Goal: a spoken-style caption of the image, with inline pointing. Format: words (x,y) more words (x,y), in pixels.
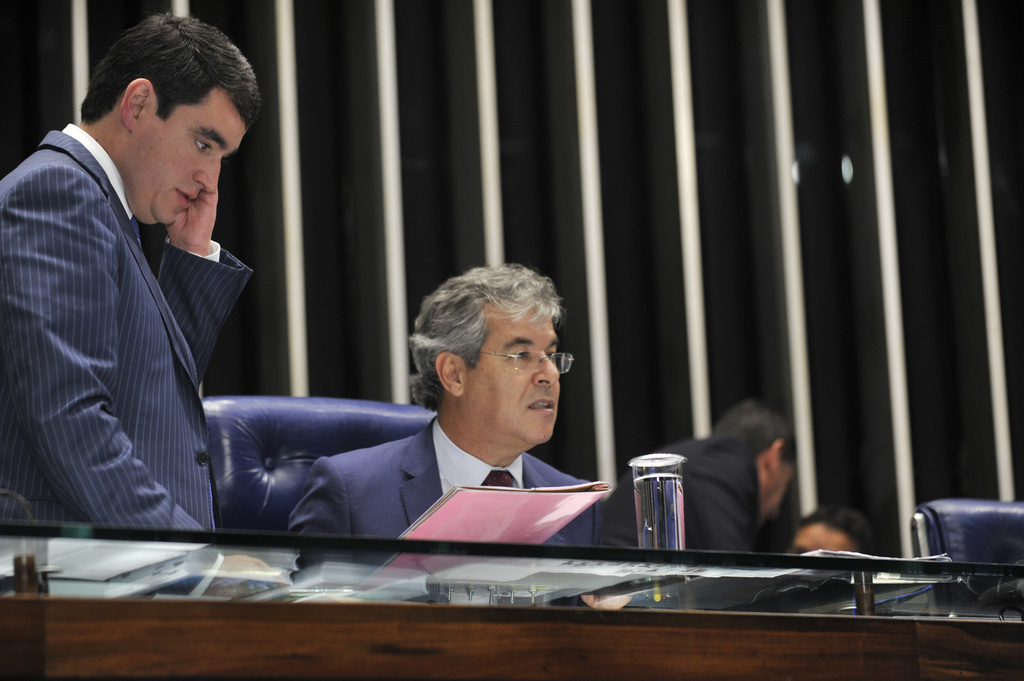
In this picture there is a man (545,290) who is wearing spectacle (567,367), suit (536,478) and holding a files (521,516). He is sitting on the blue color chair (266,446). On the table (665,657) we can see water glass (669,514) and book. On the left (62,152) there is a man (101,110) who is standing near to the table (179,629). On the right (710,452) background (826,542) there are two persons (707,533) were talking with each other. On the background (387,153) we can see pipes (485,190).
